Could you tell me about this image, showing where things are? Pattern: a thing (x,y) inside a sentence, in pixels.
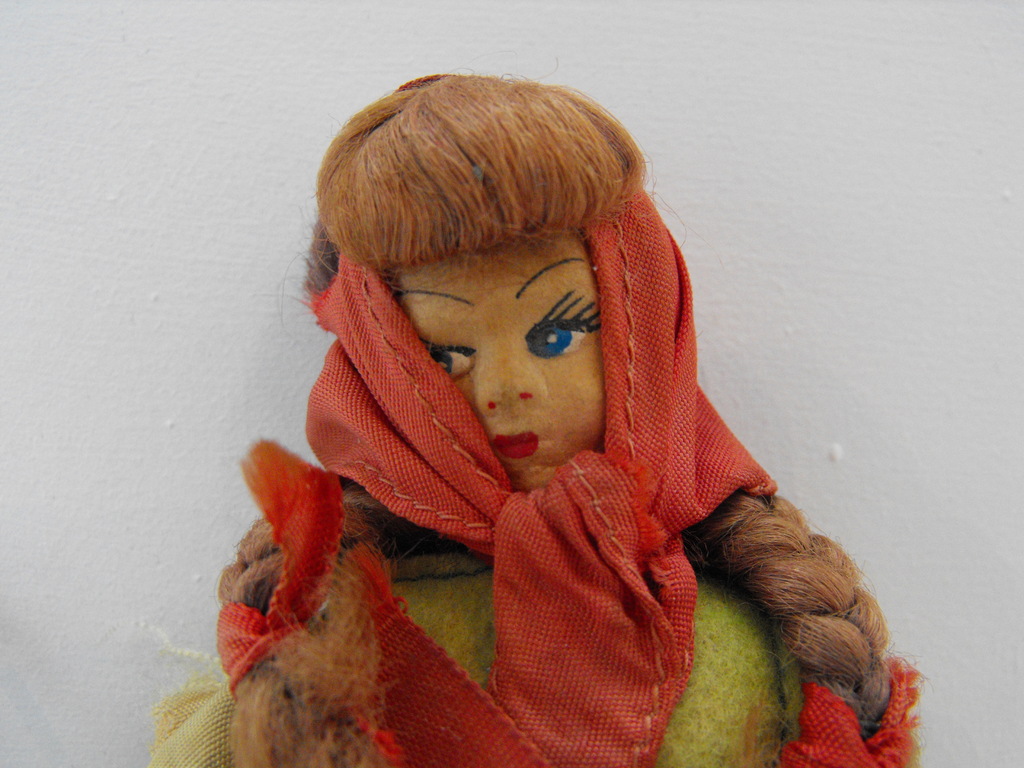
In this picture we can see a doll (670,631) here, in the background (818,283) there is a wall (818,283), we can see a cloth (543,523) here.
